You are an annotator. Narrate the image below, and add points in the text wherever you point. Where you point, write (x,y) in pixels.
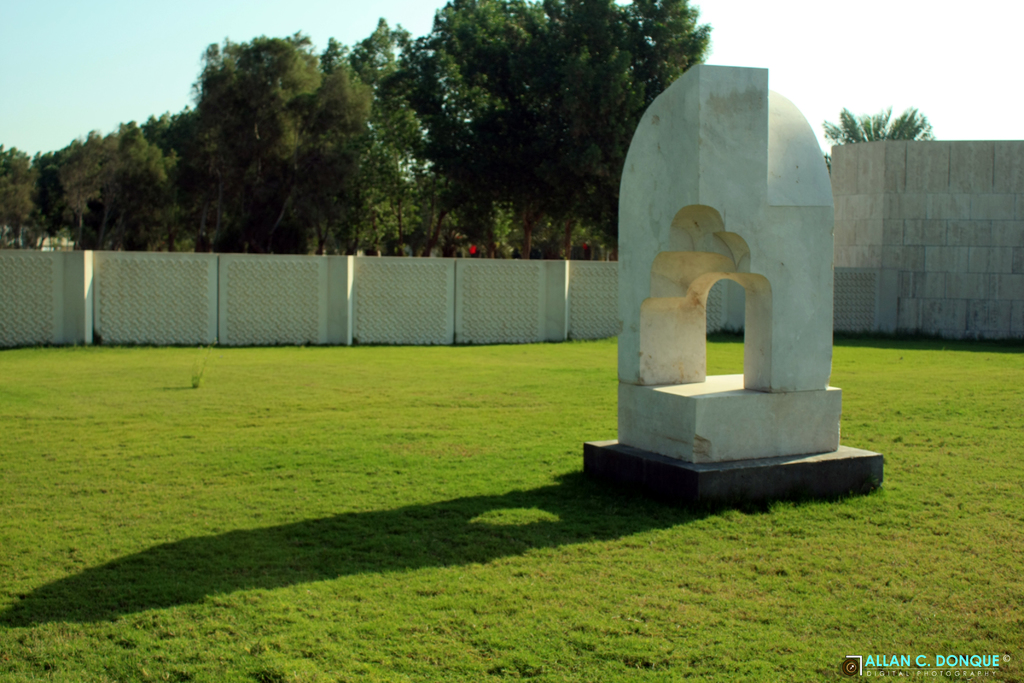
In this picture we can see an arch (691,428) in the grass (338,366). There is some fencing (23,322) from left to right. Few trees (17,197) are visible in the background (13,233).
